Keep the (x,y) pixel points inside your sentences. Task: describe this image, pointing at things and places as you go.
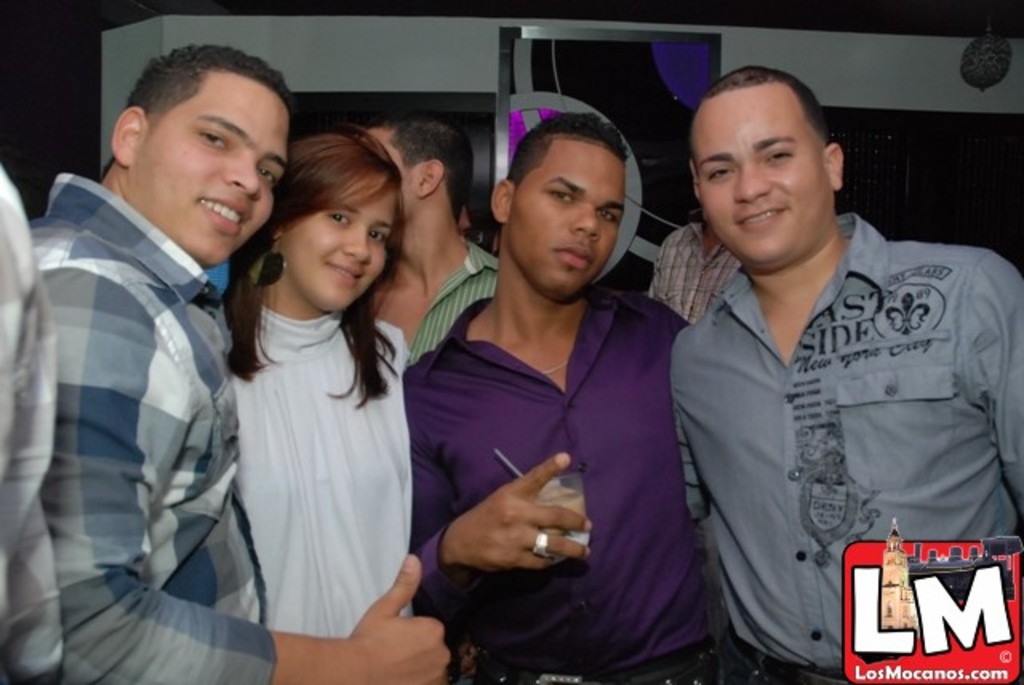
In this image I can see a few people (533,441) are standing and one person (619,348) is holding something. They are wearing different color dress (608,341). Back Side I can see a colorful board (625,69) and wall (432,57).
